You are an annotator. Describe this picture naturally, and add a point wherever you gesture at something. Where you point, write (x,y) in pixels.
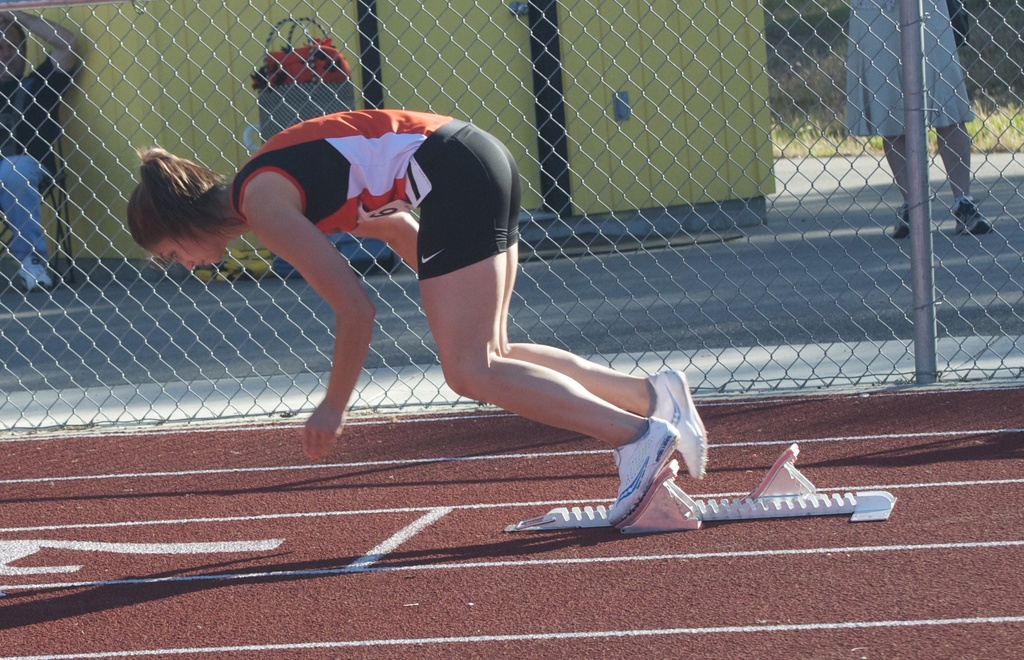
In this image we can see the female player (577,402). We can also see the fence (821,136) and behind the fence (824,12) there is a person (889,36) standing and there is also another person (39,86) sitting on the chair (67,235) which is on the surface (110,344). We can also see the wall (308,25) and a bag (313,77). At the bottom (365,565) there is ground (793,587).
